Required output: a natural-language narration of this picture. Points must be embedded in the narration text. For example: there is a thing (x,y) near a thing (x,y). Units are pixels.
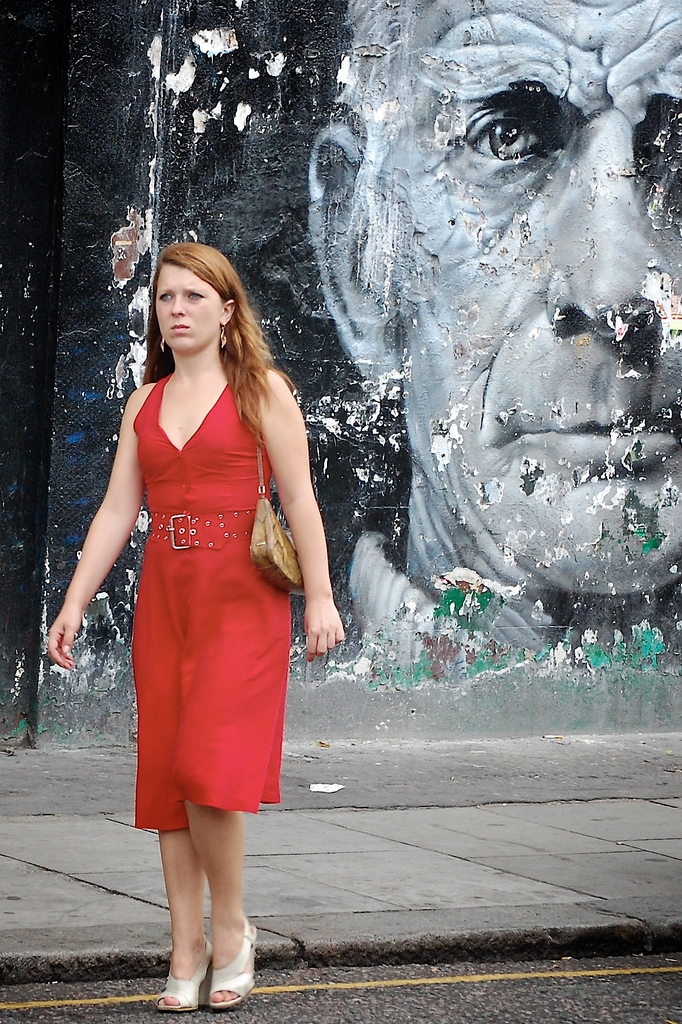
In this image I can see a woman (178,436) is standing in the front (229,524) and I can see she is carrying a bag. I can also see she is wearing red colour dress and silver footwear (196,976). In the background (460,40) I can see a man's face painting (312,190) on the wall (365,357).
